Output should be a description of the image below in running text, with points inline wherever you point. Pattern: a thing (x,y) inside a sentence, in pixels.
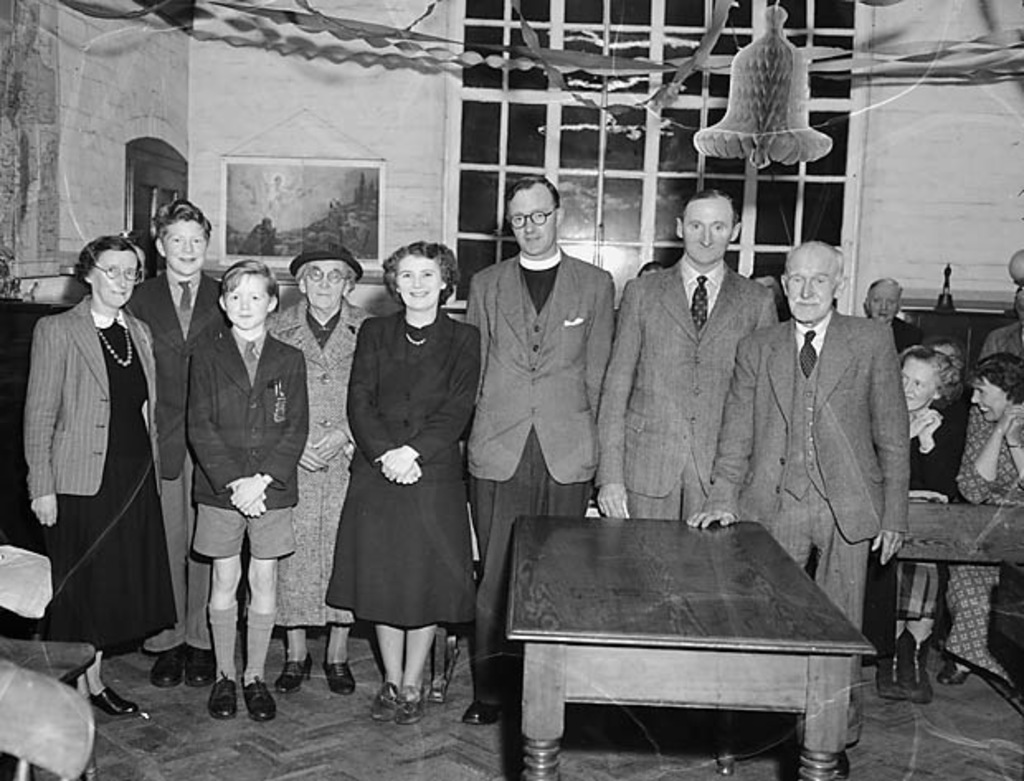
This is a black and white picture. Here we can see people (591,291), table (649,592), and other objects (68,739). In the background (609,142) we can see wall (923,225), window (555,5), frame (262,212), and objects (536,49).
